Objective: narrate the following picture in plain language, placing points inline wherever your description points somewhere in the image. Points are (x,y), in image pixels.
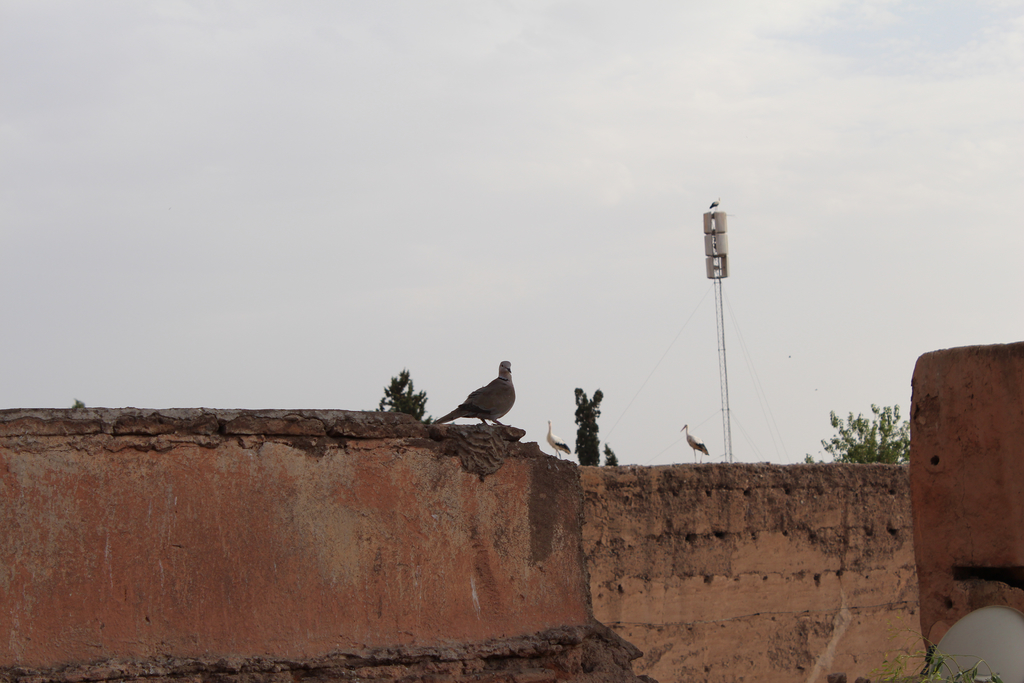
In this picture we can see birds (490,390) on the wall (539,534), trees (889,454), pole (728,408) and in the background (490,159) we can see the sky (372,130).
